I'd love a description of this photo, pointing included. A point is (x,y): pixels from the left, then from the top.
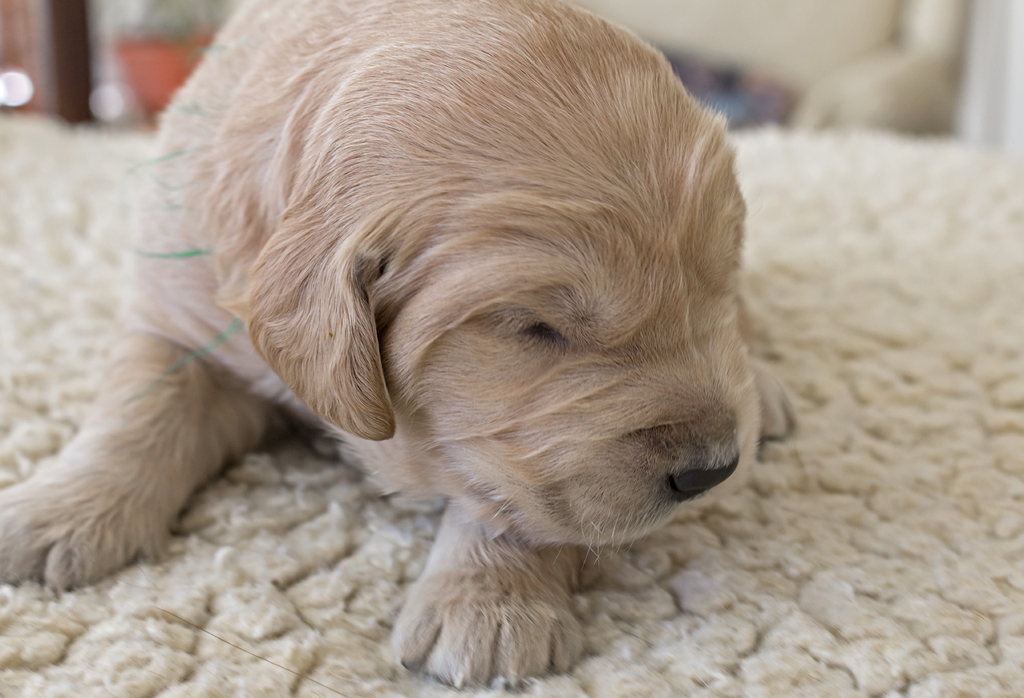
In this image we can see a dog (457,297) sleeping on the surface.
